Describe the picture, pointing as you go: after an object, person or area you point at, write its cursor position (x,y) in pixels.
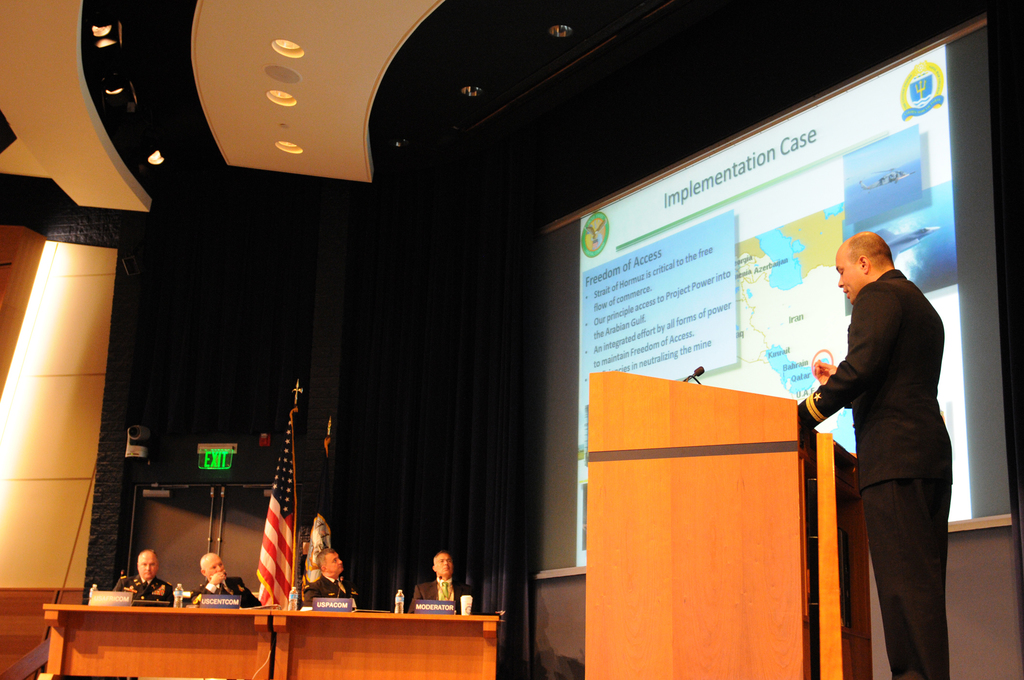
In this picture we can see a person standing on the stage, in front of him we can see a podium (738,520), mic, beside to him we can see a screen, on this screen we can see some text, here we can see a group of people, flag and in the background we can see lights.
